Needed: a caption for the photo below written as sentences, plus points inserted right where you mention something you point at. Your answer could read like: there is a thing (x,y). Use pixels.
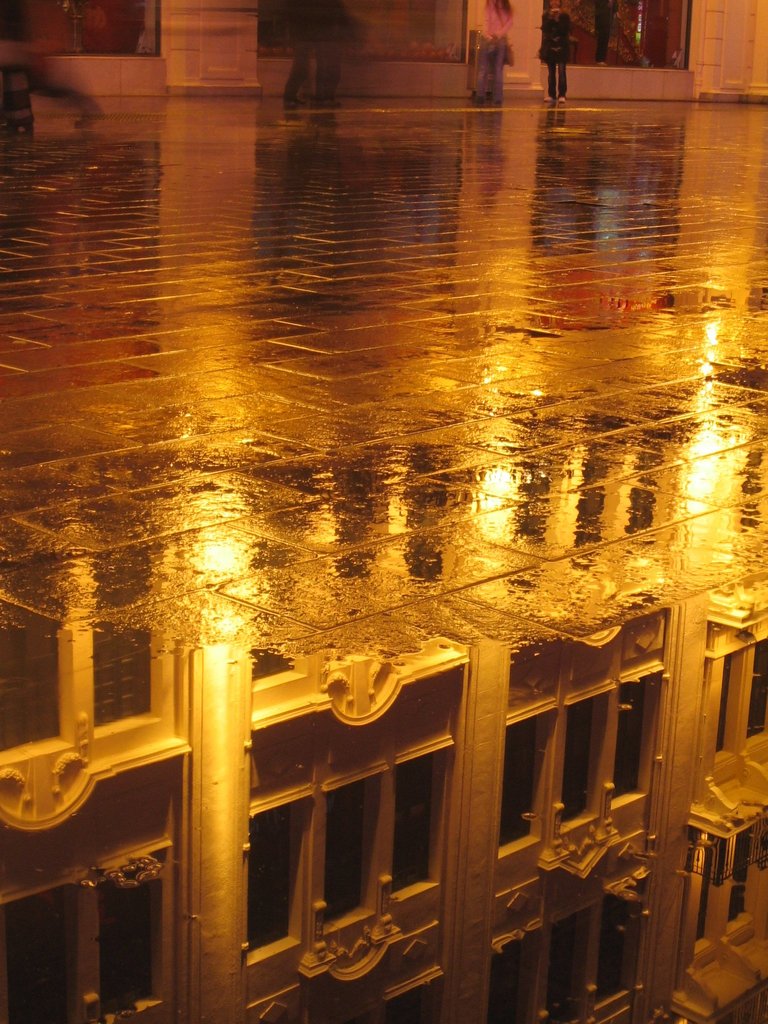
In this image few people (480,88) are on the floor (310,128). Behind them there is a wall (711,49). Bottom of the image (322,747) there is some water (429,669) on the floor (384,520). On the water (338,851) there is a reflection (408,791) of the building (484,732) having windows (767,728).
